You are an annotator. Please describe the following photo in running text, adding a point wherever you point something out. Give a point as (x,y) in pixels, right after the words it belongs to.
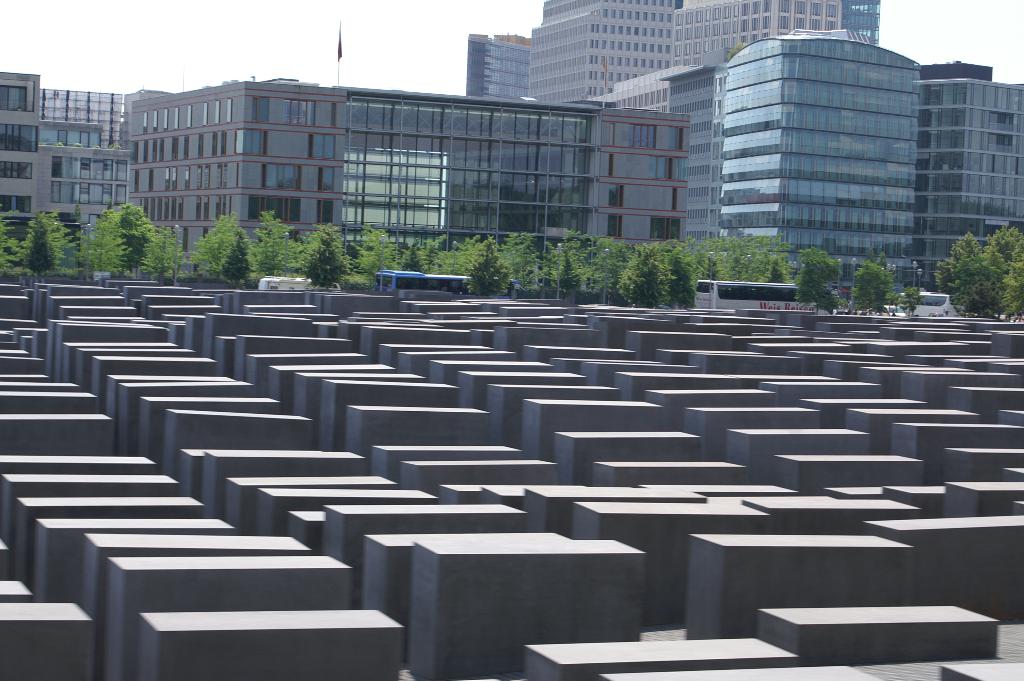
In this picture I can see blocks (113,284), there are vehicles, trees (1011,245), there are buildings (289,101), there is a flag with a pole (337,84), and in the background (278,63) there is sky (176,57).
